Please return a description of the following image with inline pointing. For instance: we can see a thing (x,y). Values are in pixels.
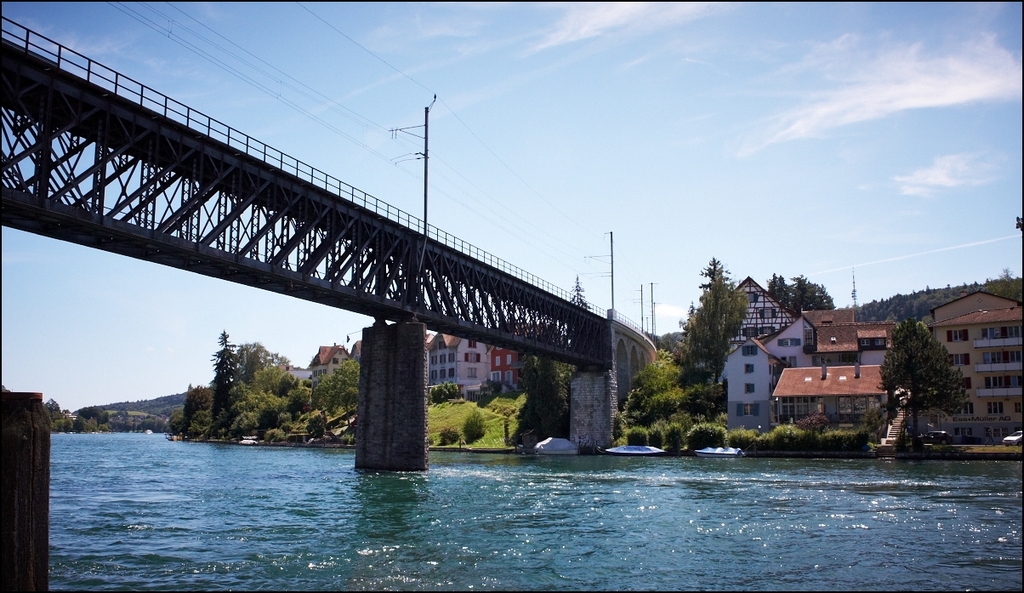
This looks like a river (214,520) with the water (232,523) flowing. These are the trees (669,410) and the bushes (710,432). I can see the buildings (481,366) with the windows (499,364). I think these are the boats (644,452), which are on the water (722,468). This looks like a bridge (391,263), which is across the river (501,475). These are the pillars (422,393). These look like the current poles (652,313) on the bridge (326,206).
